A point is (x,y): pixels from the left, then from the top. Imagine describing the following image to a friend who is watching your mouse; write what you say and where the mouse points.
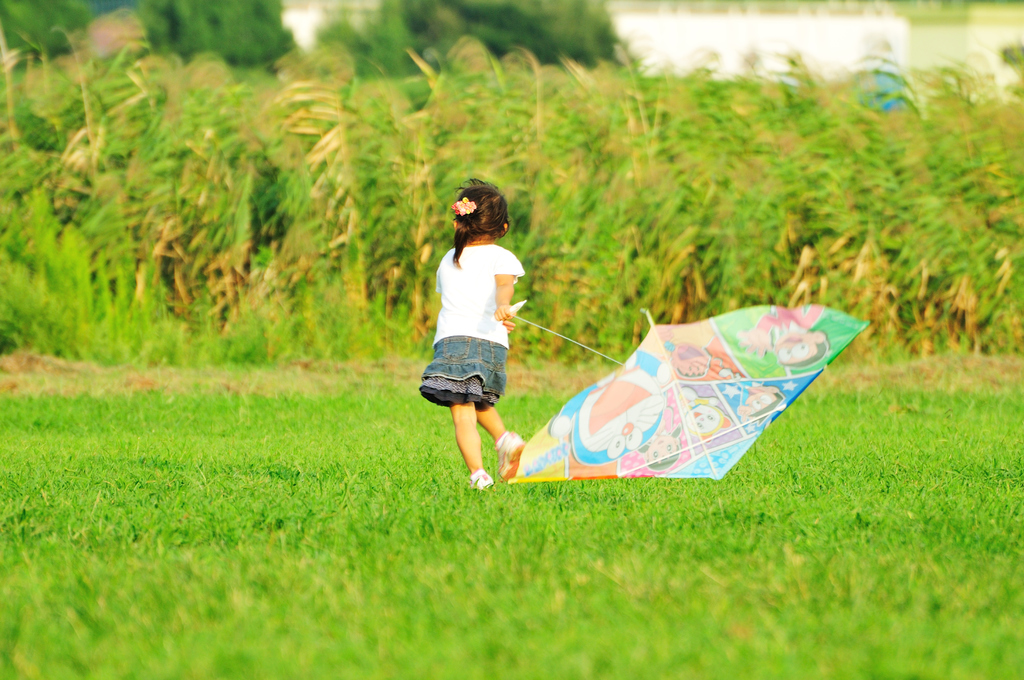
In this image, we can see a kid (468,277) wearing clothes (472,384) and flying a kite (708,340). There is a grass (688,481) on the ground (398,518). There are some plants (570,138) in the middle of the image (394,241).
